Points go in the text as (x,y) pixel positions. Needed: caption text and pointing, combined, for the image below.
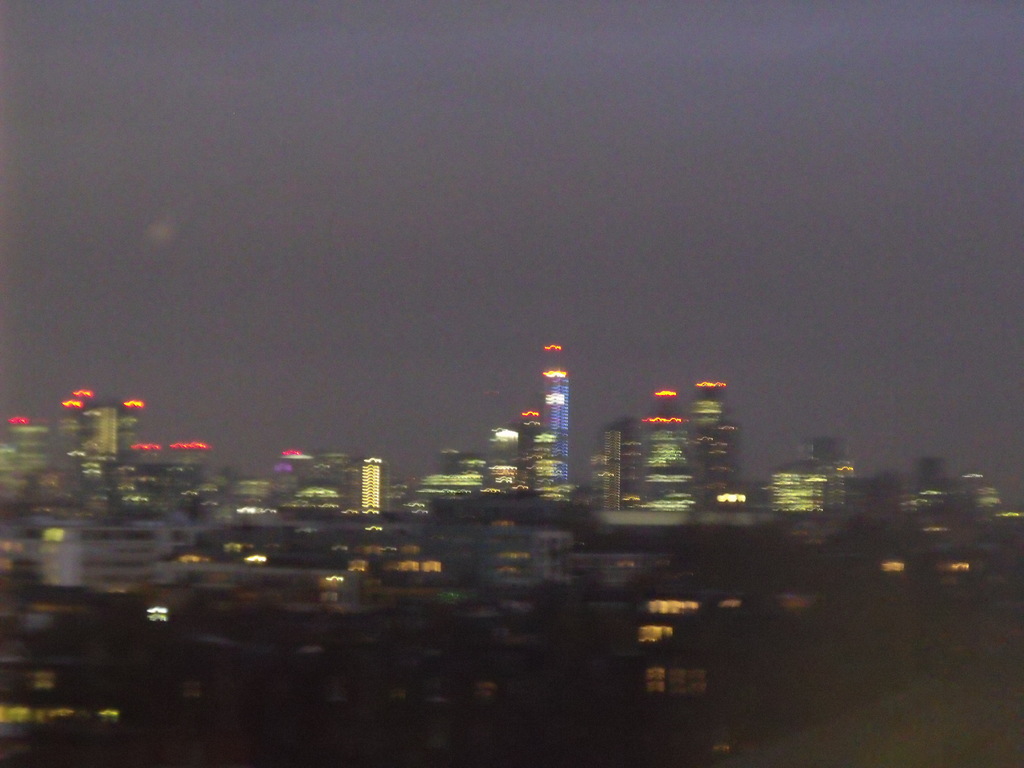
It is a blur view. Here we can see so many buildings (522,489) and sky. Background (878,391) there is a sky (498,274).
